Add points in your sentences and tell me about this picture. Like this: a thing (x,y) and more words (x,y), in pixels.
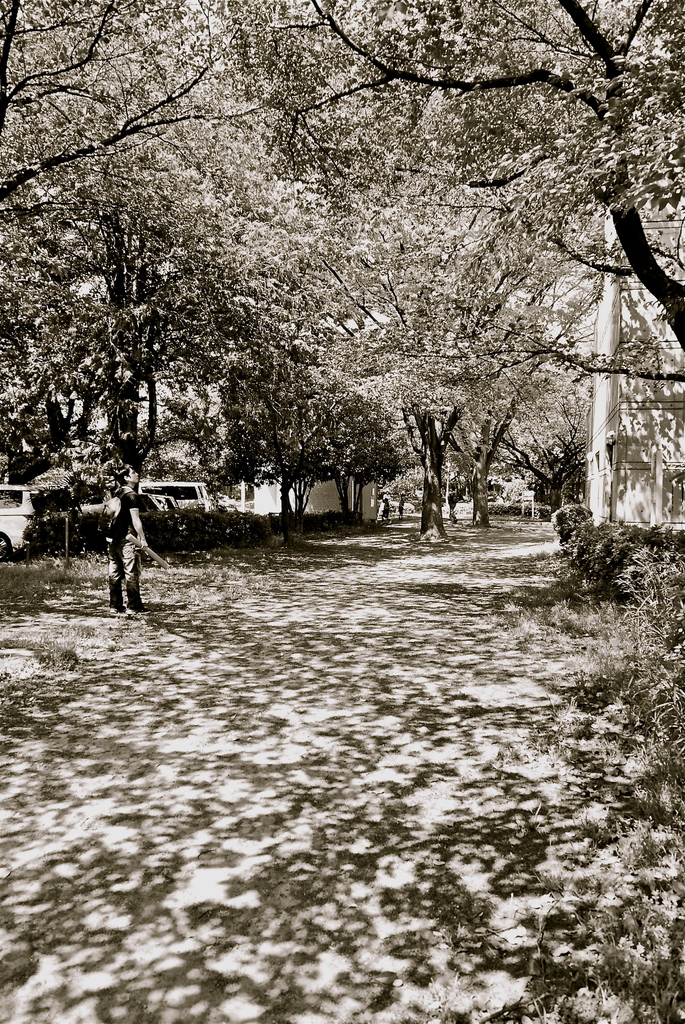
This is a black and white image. At the bottom (263,739) there is a road (194,802). On both side of the road (334,627) I can see the buildings (620,470) and trees (495,417). On the left side (127,530) there is a person (135,517) standing on the road (155,667), at the back (84,505) there are two vehicles (11,522).
